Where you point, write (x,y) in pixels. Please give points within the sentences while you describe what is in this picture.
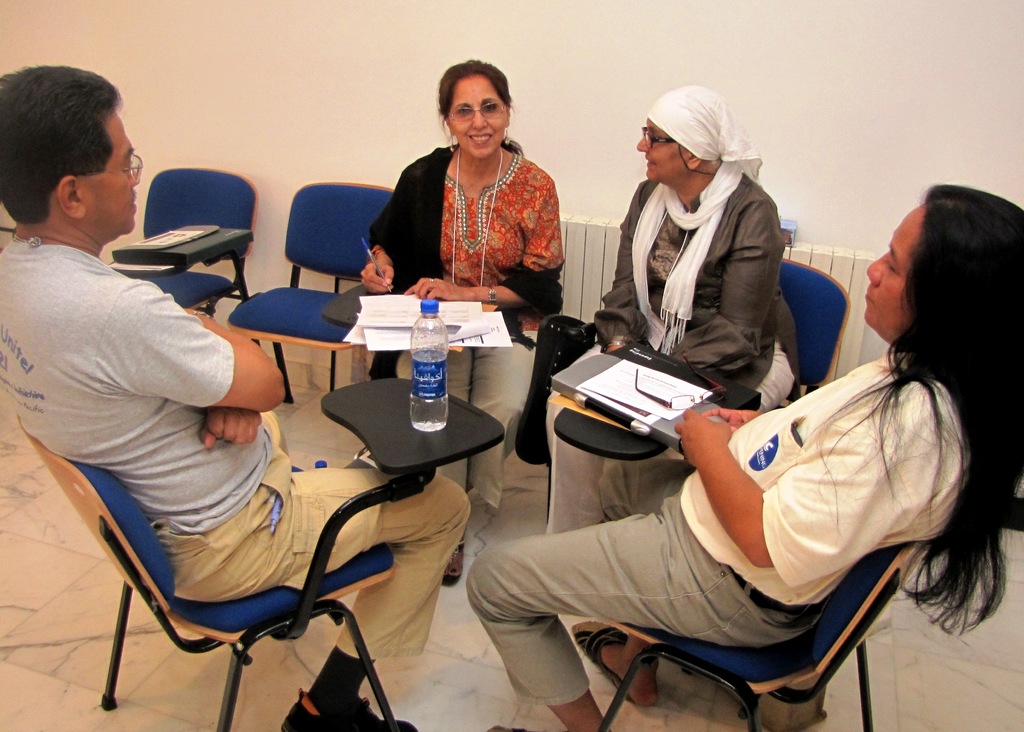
In the image we can see there are people (673,254) who are sitting on chair (313,578) and on the table (409,455) there is a water bottle (444,400), papers (630,377).
